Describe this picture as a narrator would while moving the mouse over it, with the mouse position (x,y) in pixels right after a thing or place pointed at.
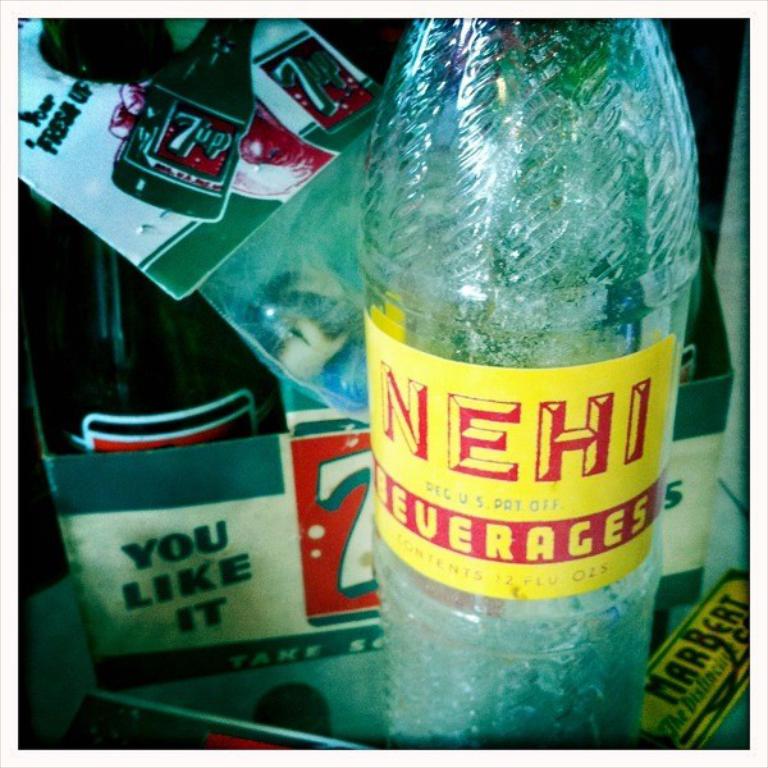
A bottle (446,314) with a label (487,559) is kept on a table (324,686). In the back (260,595) there is another bottle (201,346) kept on a box (163,505). On the bottle (152,161) there is another label (115,209).
